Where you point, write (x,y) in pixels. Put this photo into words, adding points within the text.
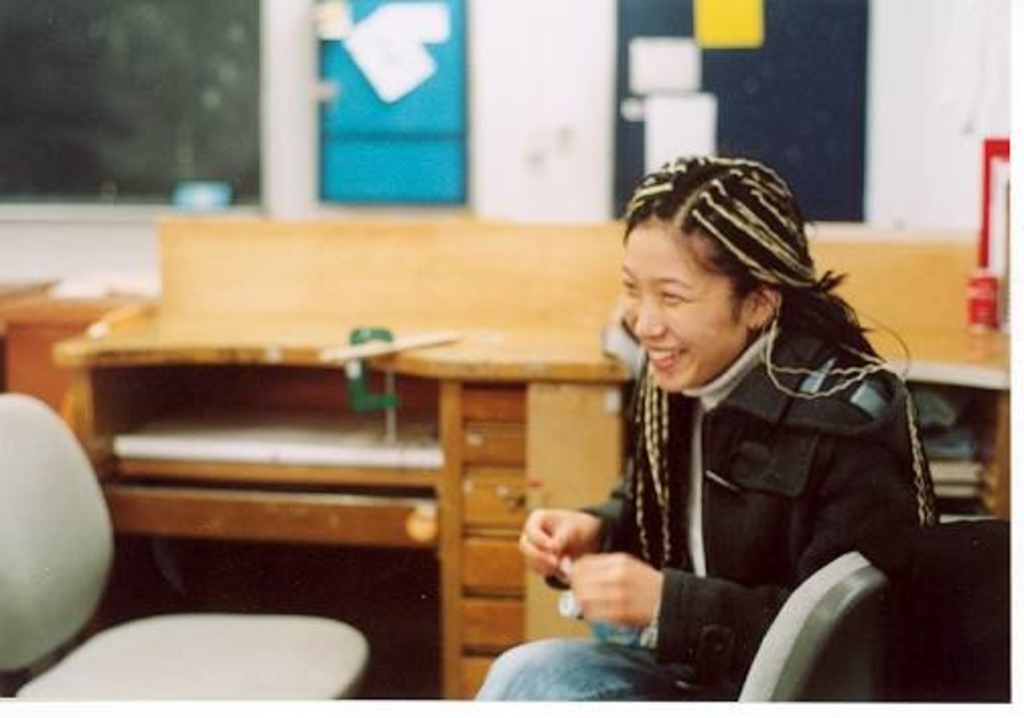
In this image there is a girl (643,466) sitting on a chair (854,633) with a smile on her face (720,326) and she is looking to the left side of the image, beside her there is an empty chair (207,621), behind her there is a cupboard (504,332) with some objects (969,296) in it. In the background (736,121) there are few boards (231,96) and papers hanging on the wall (594,107).
